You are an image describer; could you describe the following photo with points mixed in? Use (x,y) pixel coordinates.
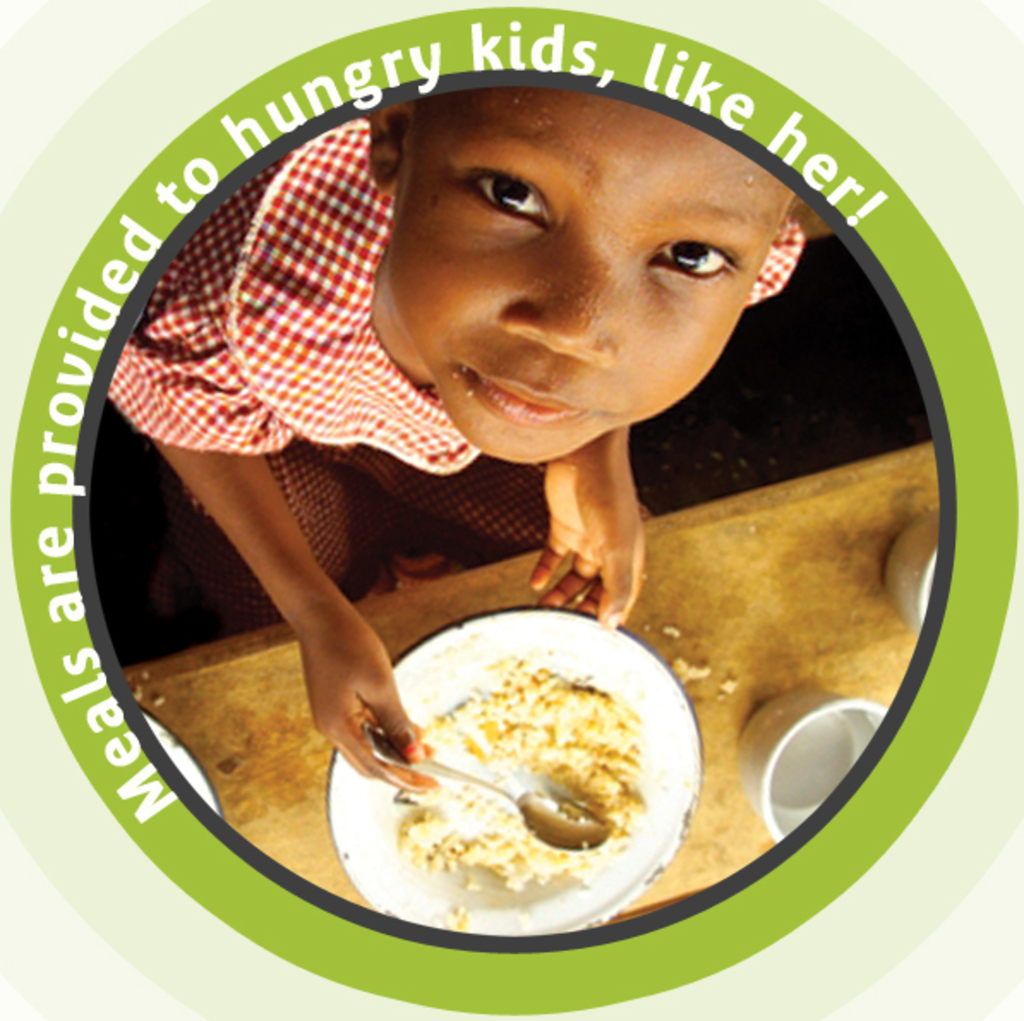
There is a child (436,508) holding a spoon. In front of her there is a white plate (488,672) with some food item (527,734). Also there is a bowl (772,740). Around the image there is a border (155,164) and something is written on that.
